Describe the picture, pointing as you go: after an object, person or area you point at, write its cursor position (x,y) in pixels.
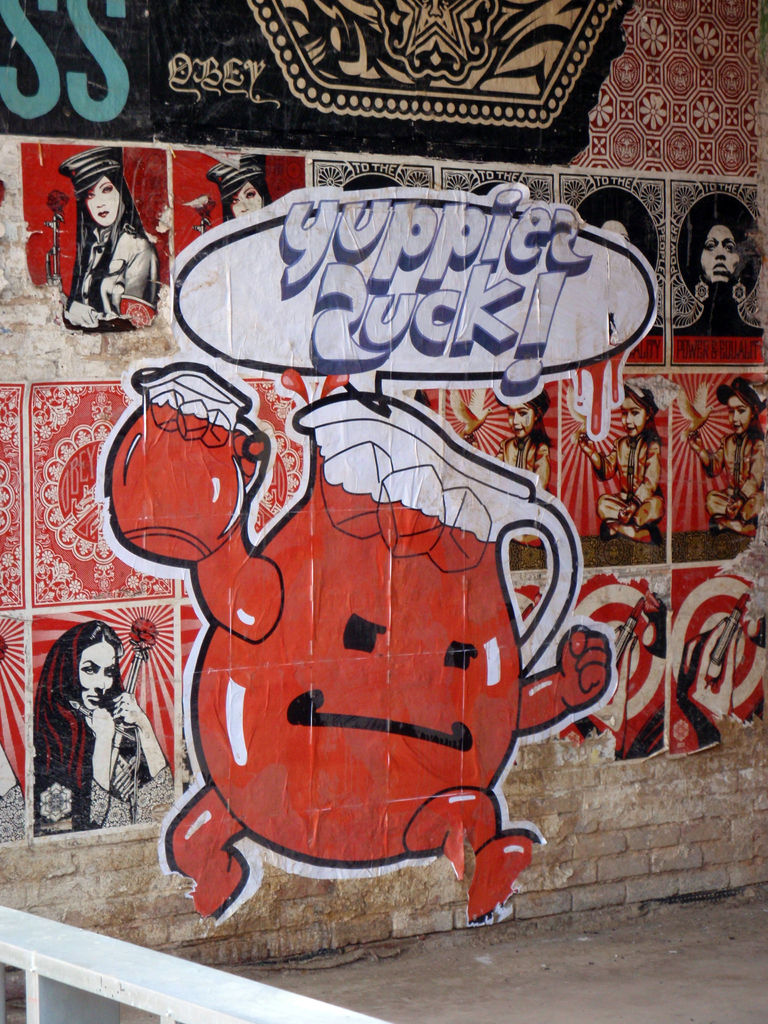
In the picture we can see a wall (547,815) with some paintings (399,239) of cartoons (352,299) on it and near it, we can see a path (589,958) and beside the wall (15,877) we can see a part of the railing (8,944) which is white in color.
